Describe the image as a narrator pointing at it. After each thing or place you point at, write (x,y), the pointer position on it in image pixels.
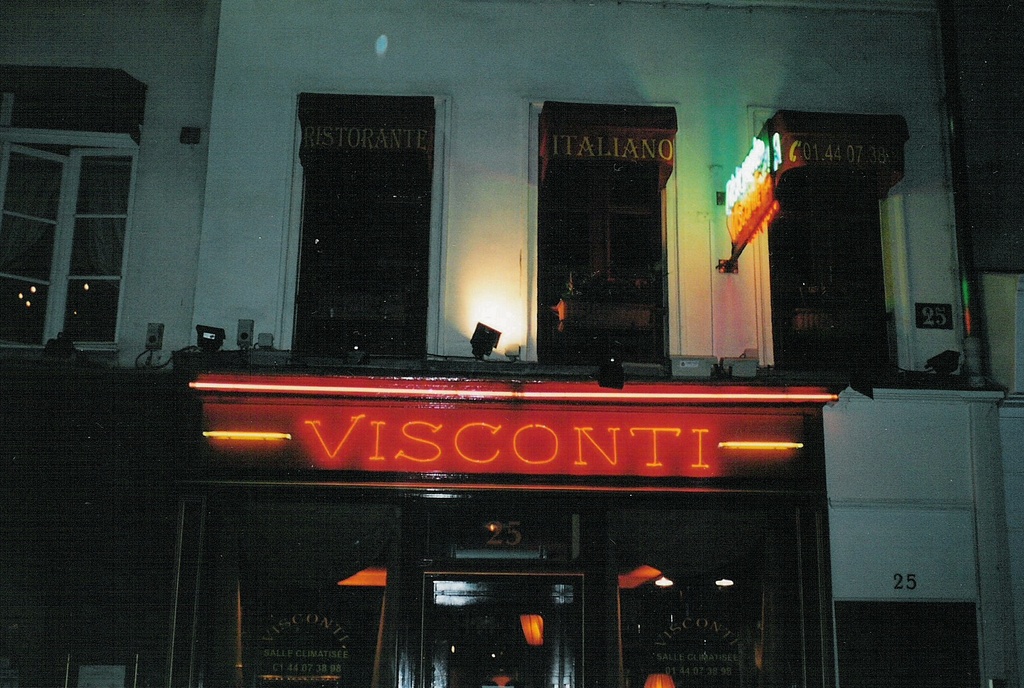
In this image there is a building (530,249). Below the building (477,178) there is a store (478,597). At the top (764,205) there is a boarding (746,200) attached to the wall (707,127). To the board (759,184) there are lights (747,174). On the left side (79,201) there is a window (36,243). It seems like a restaurant (421,593).
